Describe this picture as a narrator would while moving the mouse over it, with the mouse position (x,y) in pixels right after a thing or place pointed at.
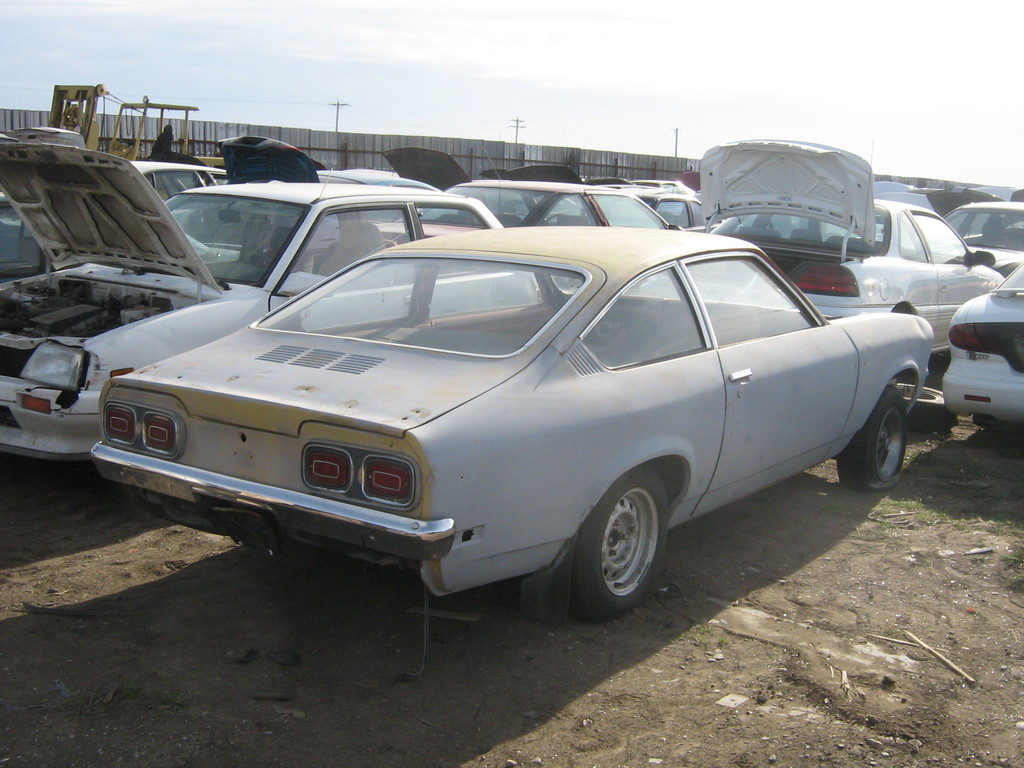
In this picture we can see cars (612,365) on the ground (930,488), fence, poles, grass (921,511) and some objects (188,161) and in the background (368,68) we can see the sky (615,114).
